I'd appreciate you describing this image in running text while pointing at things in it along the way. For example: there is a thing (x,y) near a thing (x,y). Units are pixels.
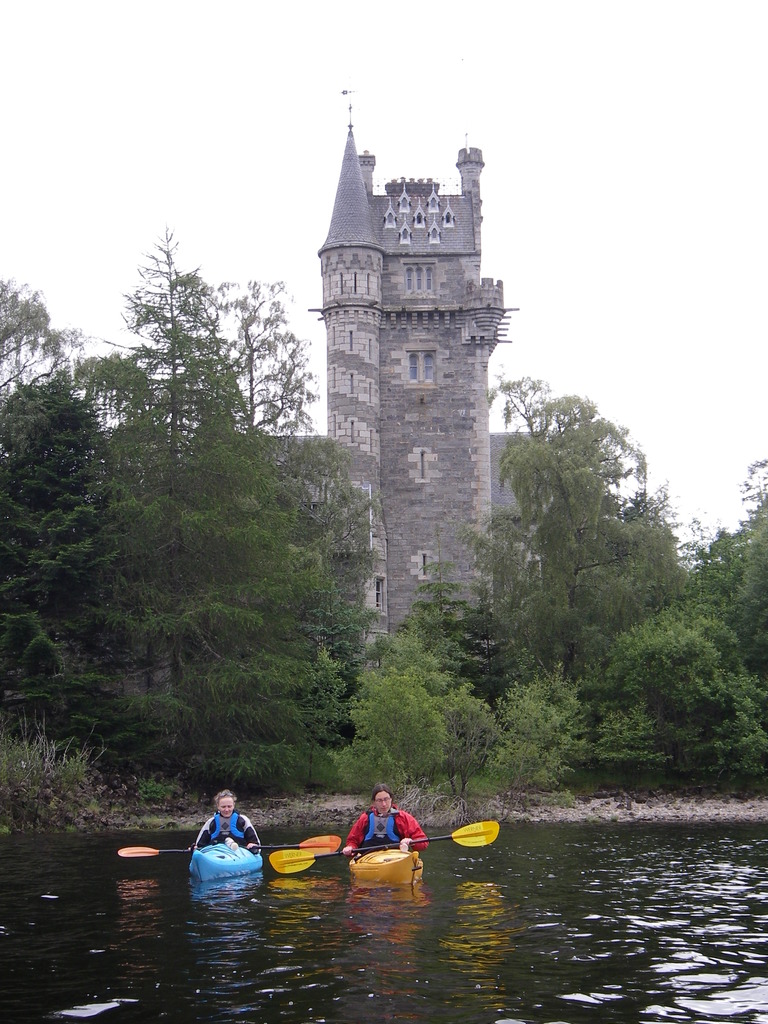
In this image there are two persons (208,840) floating in an individual boats (375,873) on the river (513,924). At the center of the image (349,502) there is a building (418,289) and trees (322,554). In the background (610,144) there is a sky (607,132).
